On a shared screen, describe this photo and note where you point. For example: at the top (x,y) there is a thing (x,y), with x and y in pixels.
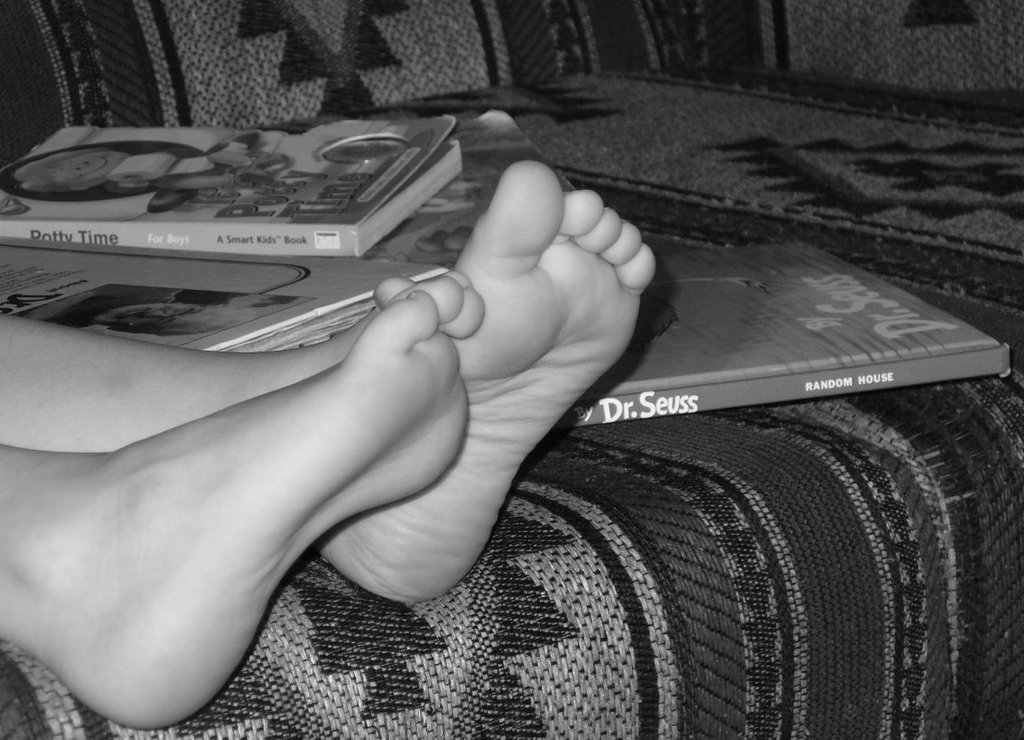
In this image in the front (246,395) there are legs (556,316) of the person (556,316). In the center (680,348) there are books (638,374) on the couch (734,195) with some text (260,201) and images (150,209) on it.
